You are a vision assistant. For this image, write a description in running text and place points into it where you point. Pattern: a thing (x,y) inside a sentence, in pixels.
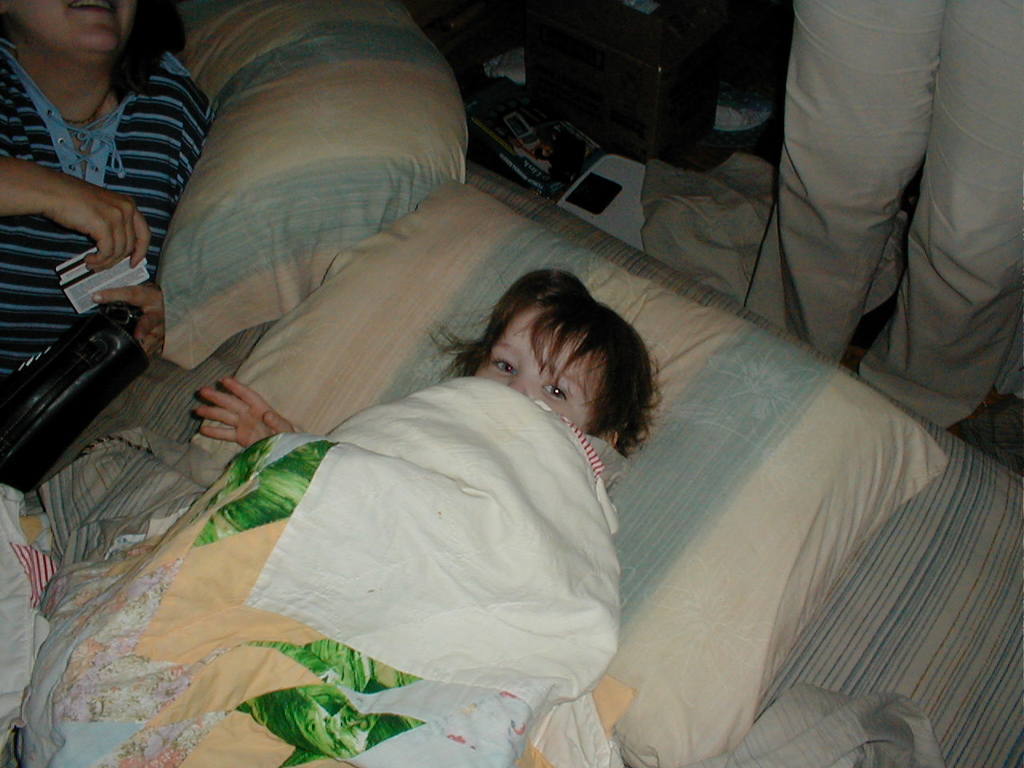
In this image we can see a person (142,54) and a baby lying on the bed (643,571). There are cushions (306,134) and blankets (222,552). On the right (861,286) there is a person (879,269) standing and we can see some objects (602,157).
